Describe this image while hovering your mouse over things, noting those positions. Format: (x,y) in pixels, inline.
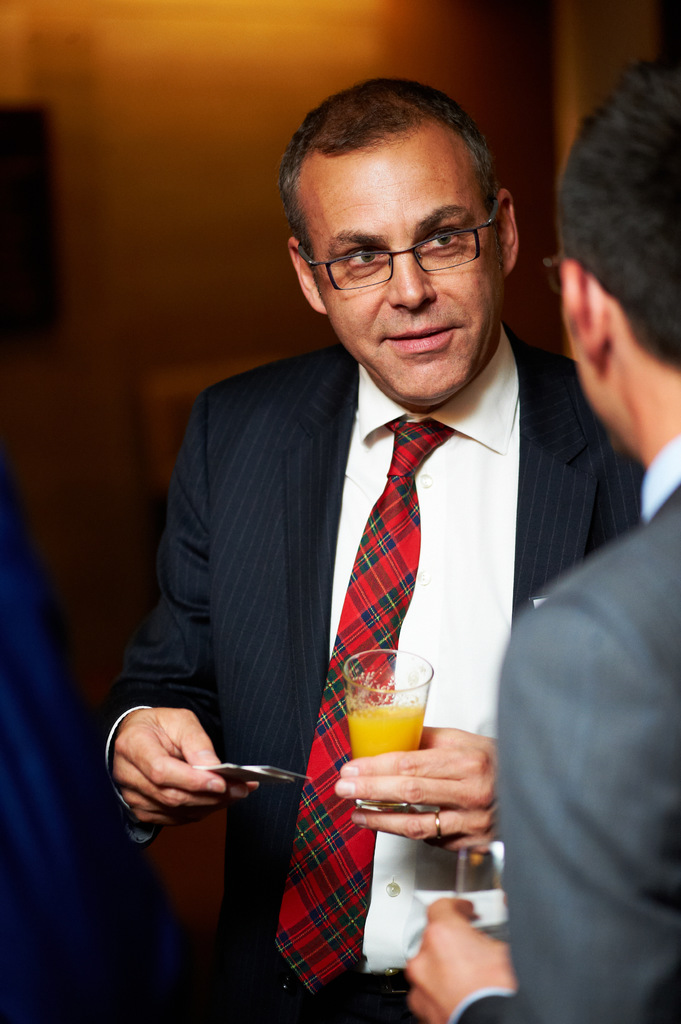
In the image we can see two men (499,677) standing and holding glass (409,702) in hands (458,764), one man (415,597) is wearing spectacles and finger ring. Their background (130,287) is slightly dark.
